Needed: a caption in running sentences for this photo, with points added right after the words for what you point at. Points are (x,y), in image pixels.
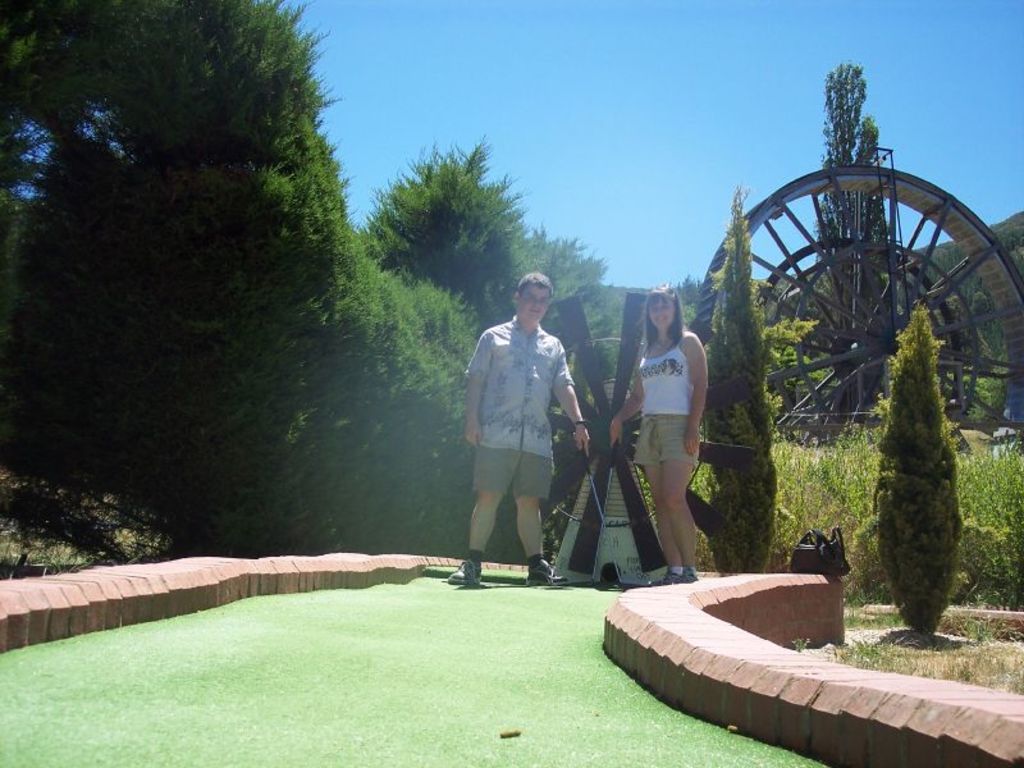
In this picture there are two persons (670,399) standing and holding the object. At the back (779,269) there is a wheel (858,326) and there are trees (440,269). At the bottom (416,663) there is grass (359,652) and there is a bag (817,565) on the wall (824,745). At the top (898,114) there is sky (761,100).
